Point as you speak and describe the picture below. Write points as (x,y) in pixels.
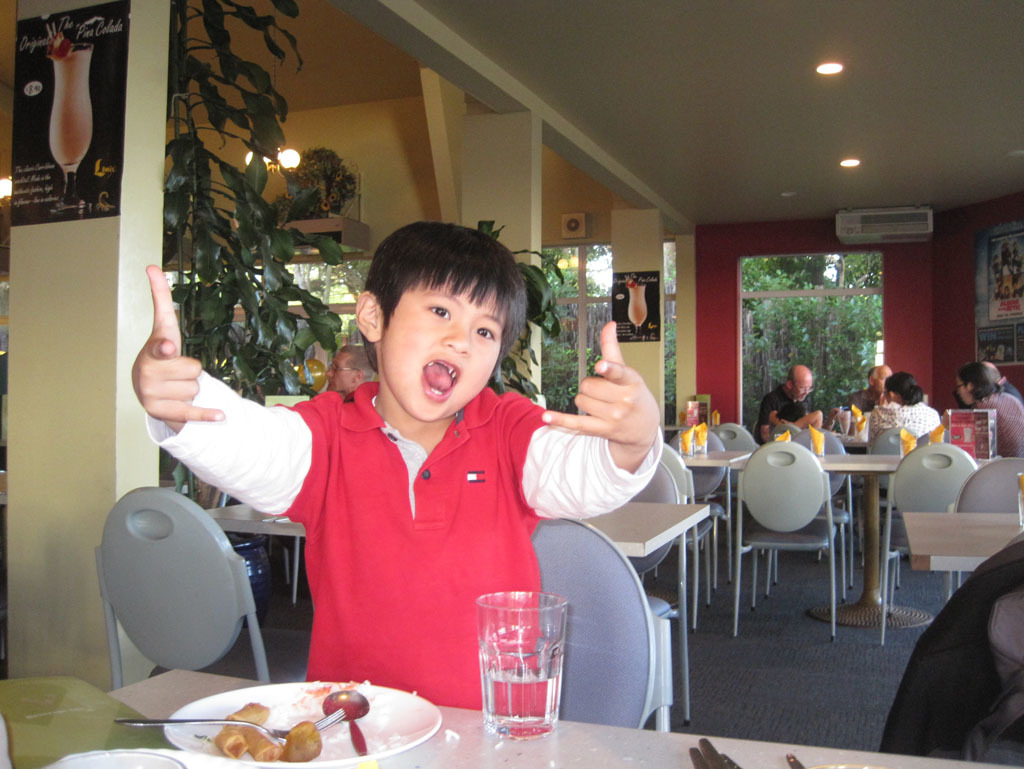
In this image, there are a few people (386,654). We can see some chairs (830,542) and tables (1006,537). Among them, we can see a table (800,748) with a plate (386,755) and a glass (510,642). We can see the ground (802,686). There are a few pillars (27,498) and posts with text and image (630,306). We can see some plants (323,166). We can see the wall (914,293) with a white colored object (891,237). We can also see a window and some trees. We can see the roof (792,101) with some lights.
